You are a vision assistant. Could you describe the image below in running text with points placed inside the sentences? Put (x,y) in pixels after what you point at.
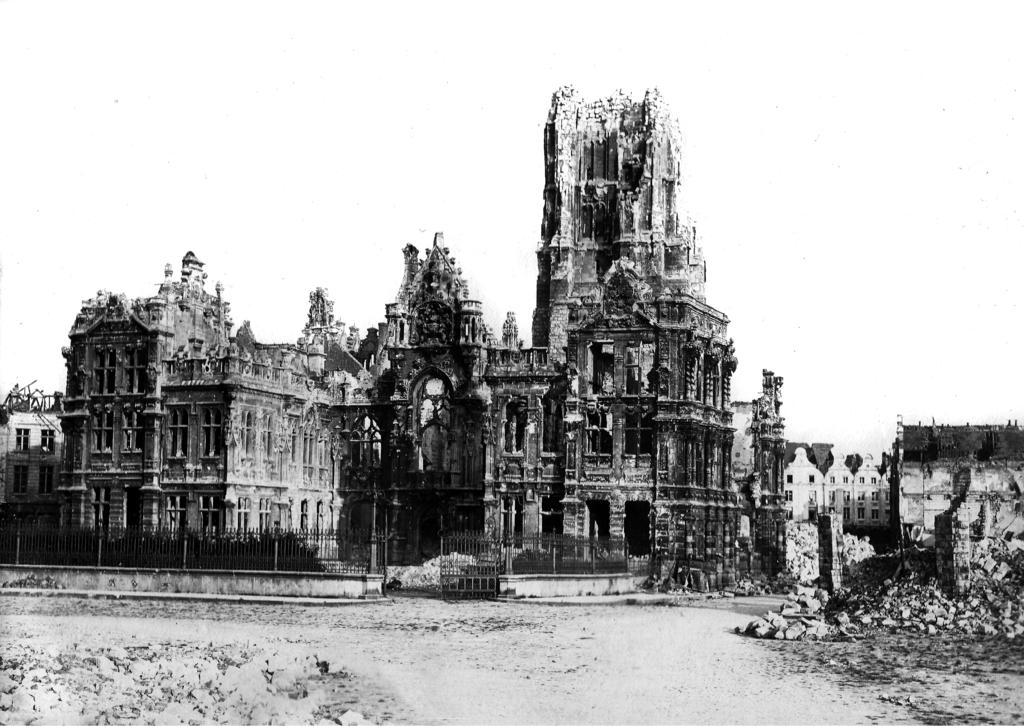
In this picture there is a monument (153,392) in the center of the image (541,458) and there is a boundary (135,537) in front of it and there are rocks (893,612) at the bottom side of the image (882,617).
